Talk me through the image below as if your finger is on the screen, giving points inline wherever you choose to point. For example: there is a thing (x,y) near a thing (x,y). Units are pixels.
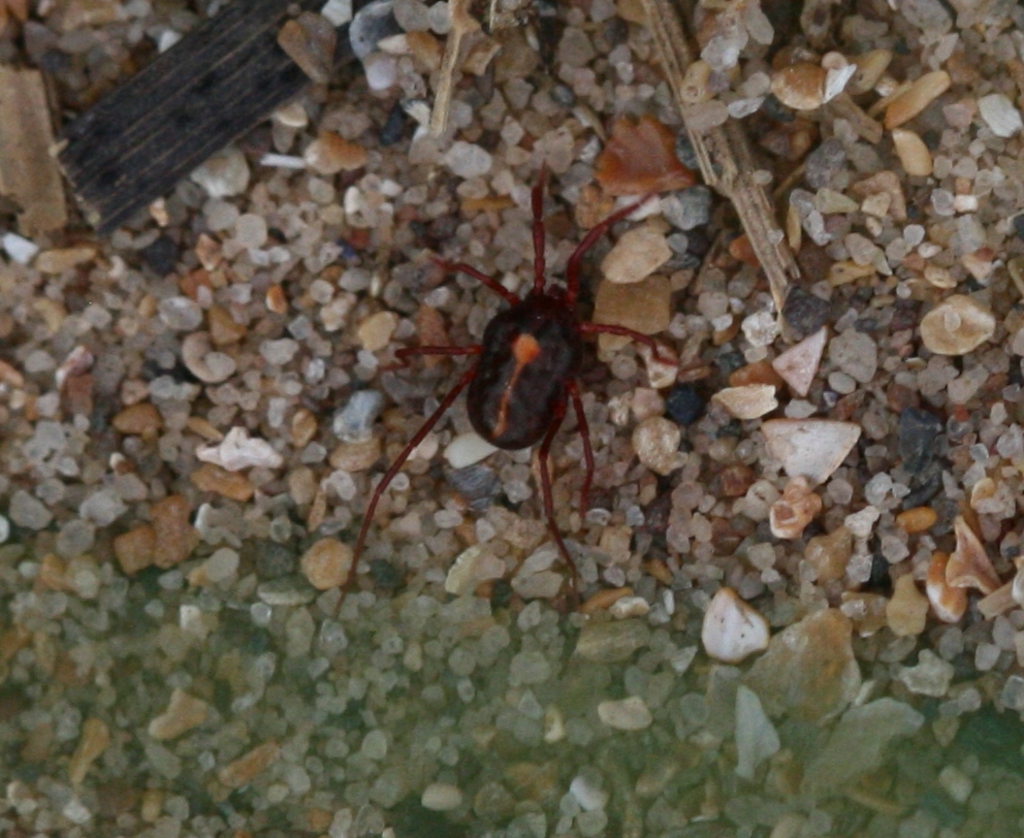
In this image I can see few small stones (800,469) on the ground (807,397), few wooden sticks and an insect (540,375) which is black, orange and red in color.
